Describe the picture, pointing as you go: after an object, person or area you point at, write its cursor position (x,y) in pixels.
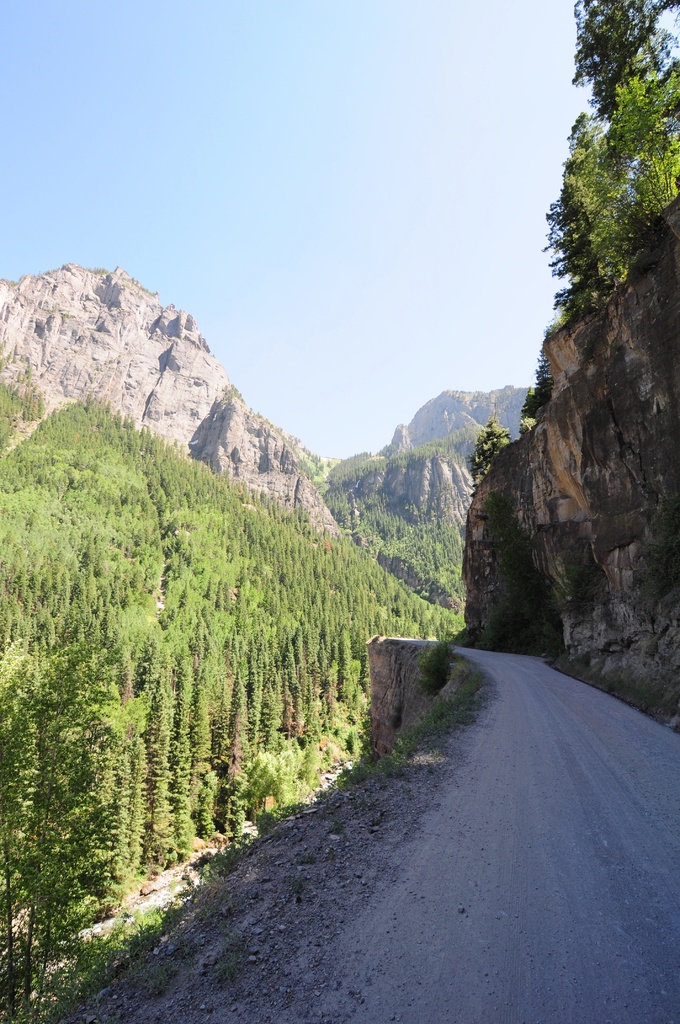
In this image we can see a group of trees (258,625). On the right side of the image (630,878) we can see a pathway (558,844). In the background (53,323), we can see the hills (60,329) and the sky (315,170).
